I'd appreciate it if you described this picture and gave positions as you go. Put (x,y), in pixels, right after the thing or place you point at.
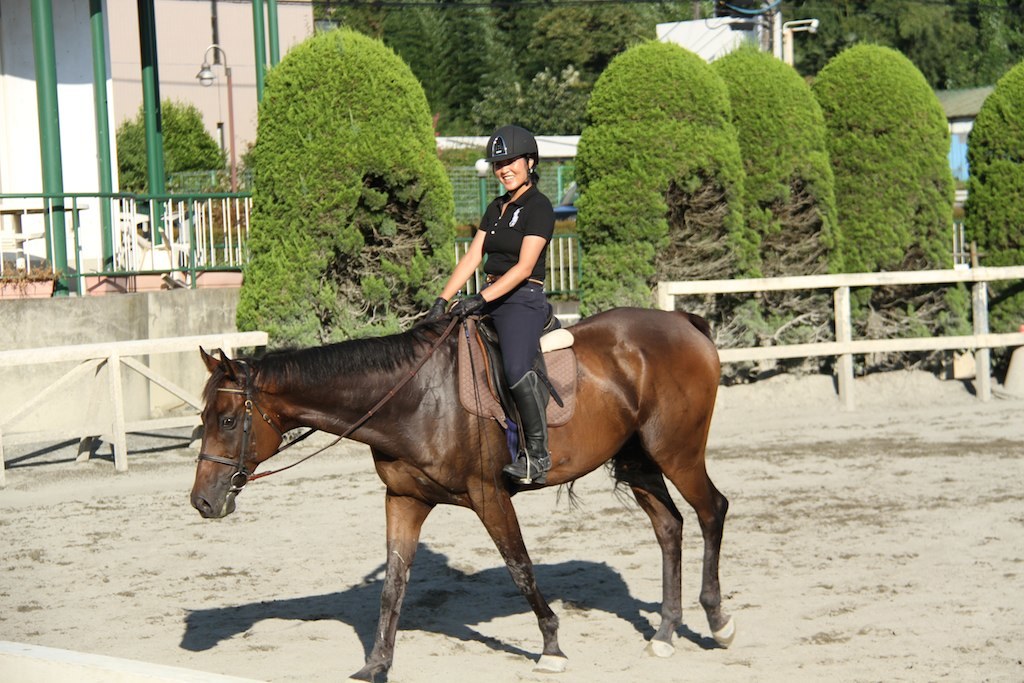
In this image we can see a woman (520,411) sitting on the horse (421,399). In the background (418,211) there are buildings (221,107), street pole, street light (232,145), trees (294,142) and a pole (769,32).
